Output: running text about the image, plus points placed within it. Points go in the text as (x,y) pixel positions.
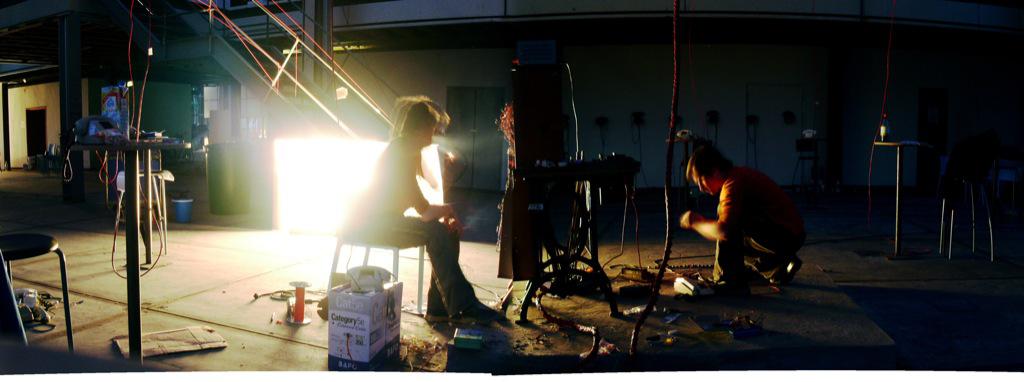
In this picture I can see two persons (441,250), there are chairs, there are some items (156,138) on the tables (594,245), there are cables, cardboard box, there is a landline phone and some other objects (510,213), and in the background (490,123) there are doors (487,122) and a wall (625,87).
